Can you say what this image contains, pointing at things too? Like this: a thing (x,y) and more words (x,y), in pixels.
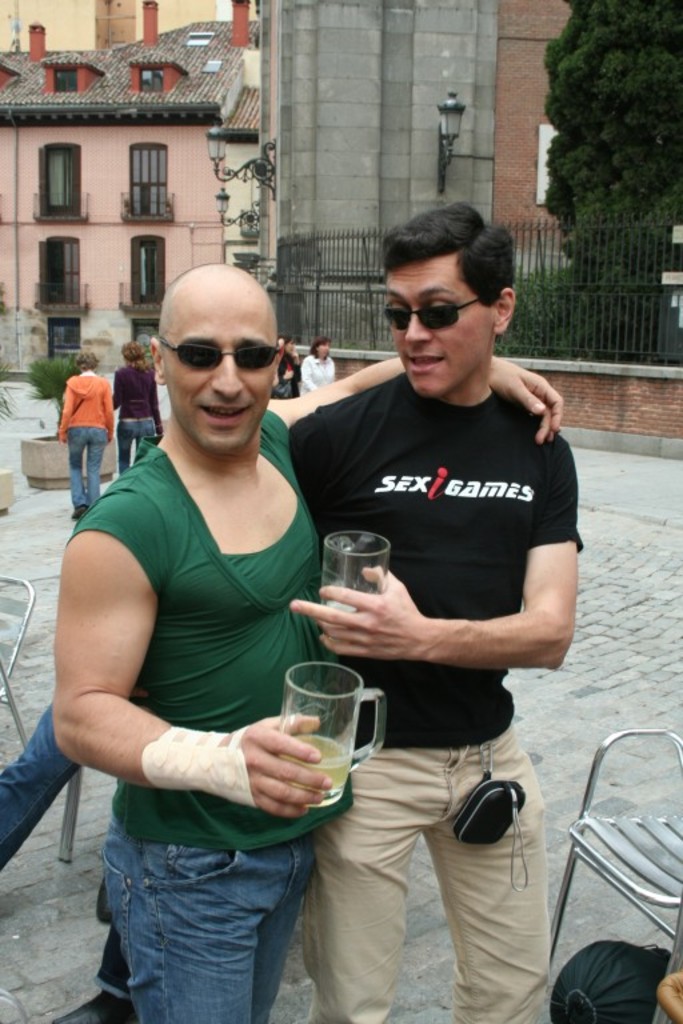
In the image there is man (464,262) in black t-shirt (459,463) and cream pant (502,899) standing beside bald headed man (185,651) in green t-shirt (160,694) and jeans (240,910) holding beer glasses (357,717) and behind them there are buildings (261,91) with people (287,346) walking in front of it and trees (611,163) inside fence (579,255) on the right side (622,134).
